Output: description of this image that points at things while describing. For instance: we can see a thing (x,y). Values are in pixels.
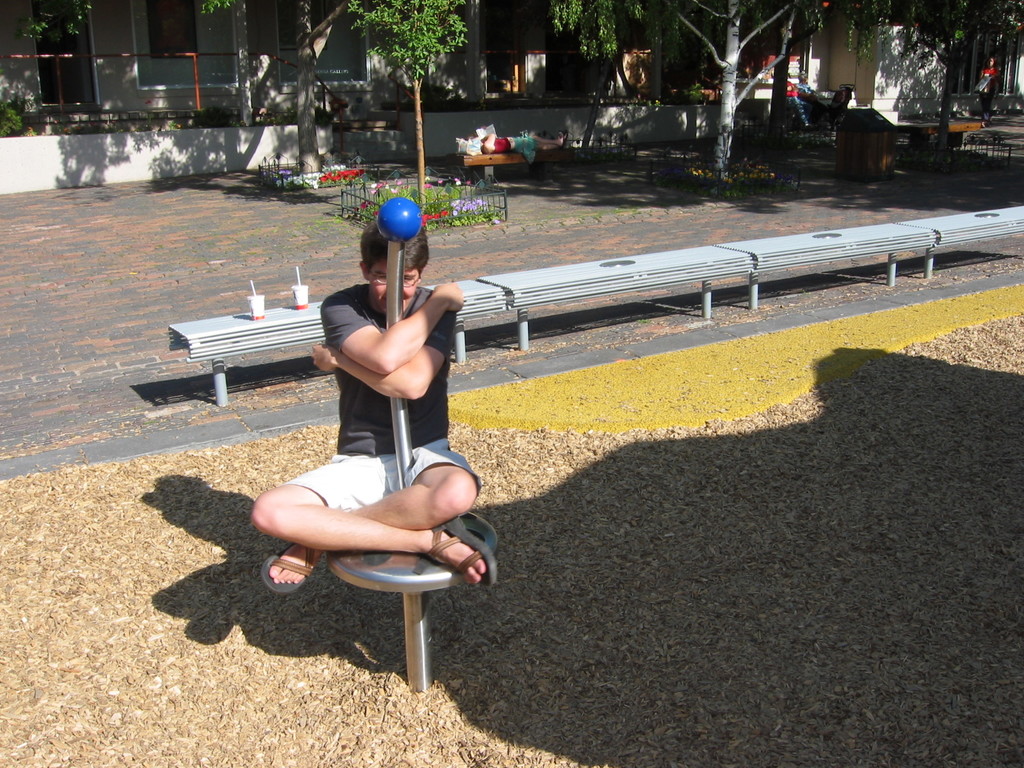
In this image we can see a person (374,385) wearing black color T-shirt (356,401), white color short (334,484) sitting on the pole (400,286) which has blue color ball (382,219) and in the background of the image (273,311) there is bench (565,285) on which there are two coffee glasses (304,299), there are trees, plants (314,182) and a person (495,149) sleeping on the bench (487,159) and there are some houses (120,15).
